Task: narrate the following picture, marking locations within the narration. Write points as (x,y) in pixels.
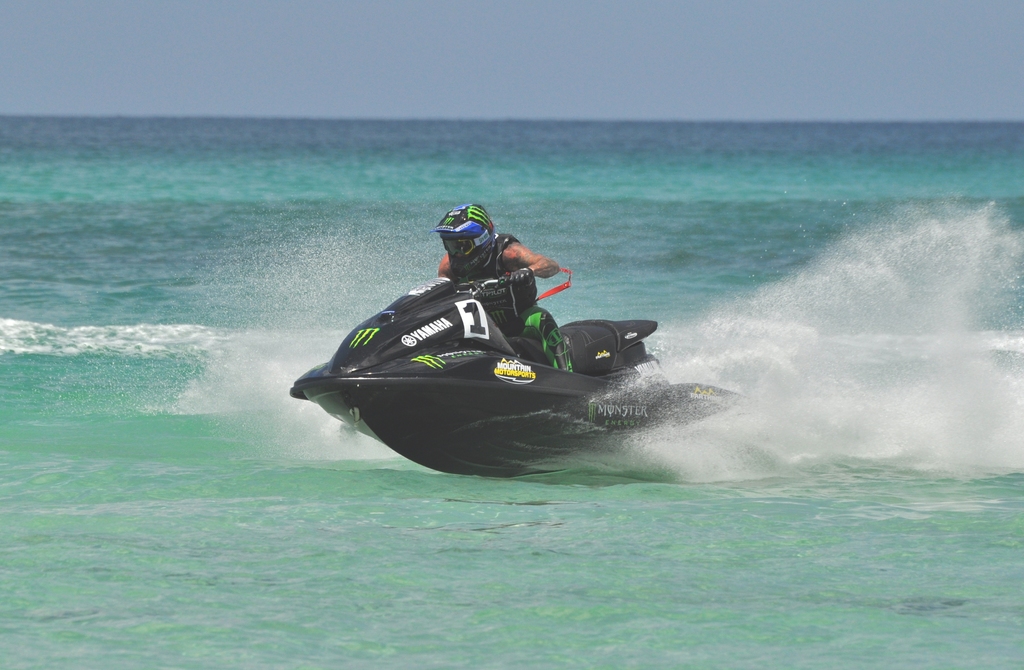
In this picture we can see a person (506,329) wore a helmet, riding a jet ski (572,327) on the water (298,290) and in the background (605,27) we can see the sky (591,88).
